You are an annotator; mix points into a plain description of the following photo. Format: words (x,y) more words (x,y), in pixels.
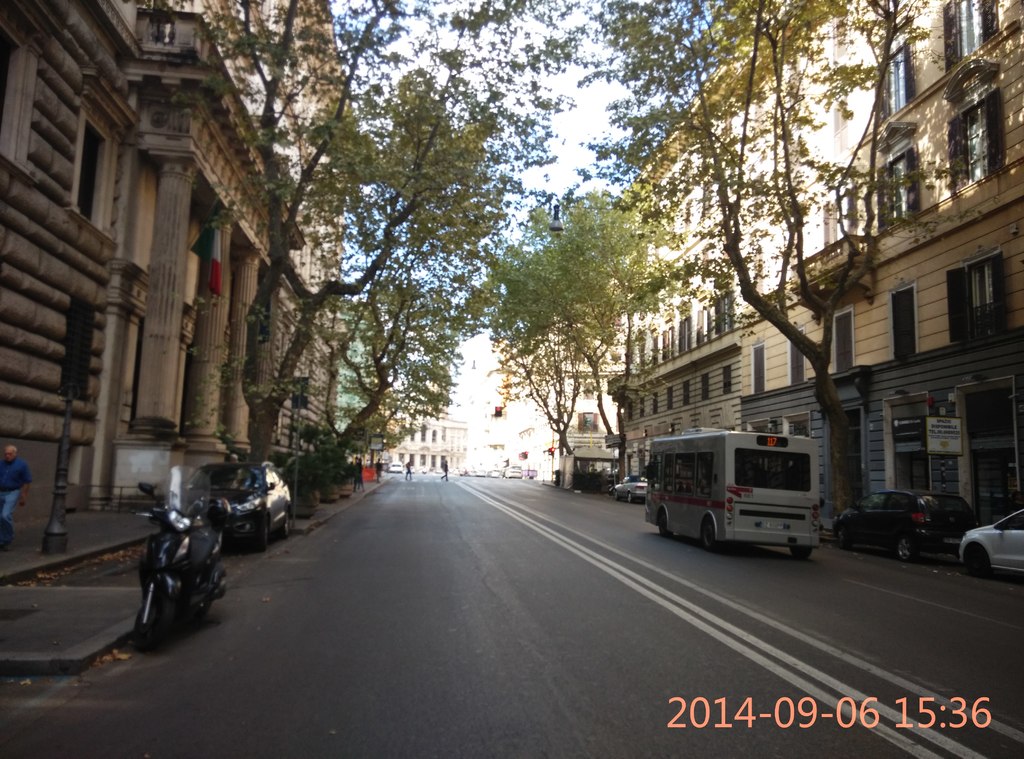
This picture might be taken on the wide road (601,624). In this image, on the right side (917,553), we can see few vehicles (891,531) which are moving on the road (926,660), buildings (977,396), glass window (958,338), trees (807,293). On the left side (13,498), we can see a footpath (48,524) and a man (2,465) is walking on the footpath (126,613), vehicles (232,524) which are placed on the road (588,616), buildings (194,368), pillars (239,408), trees (258,389). In the background (382,464), we can see a group of people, buildings (449,431). At the top (612,83), we can see a sky (600,95), at the bottom (523,638), we can see a road (635,577).
